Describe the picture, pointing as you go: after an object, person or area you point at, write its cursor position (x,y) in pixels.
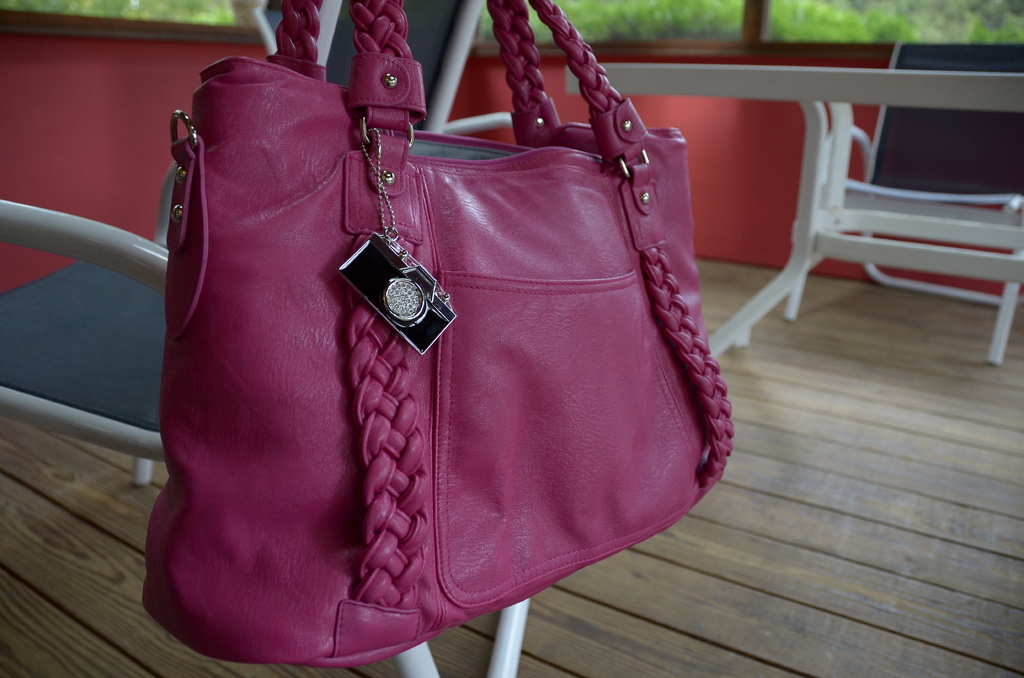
A pink bag (543,339) is hanged on a chair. There are some chairs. In the background (139,123) there is a red wall (737,139). And the chairs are on the wooden floor (700,578).
